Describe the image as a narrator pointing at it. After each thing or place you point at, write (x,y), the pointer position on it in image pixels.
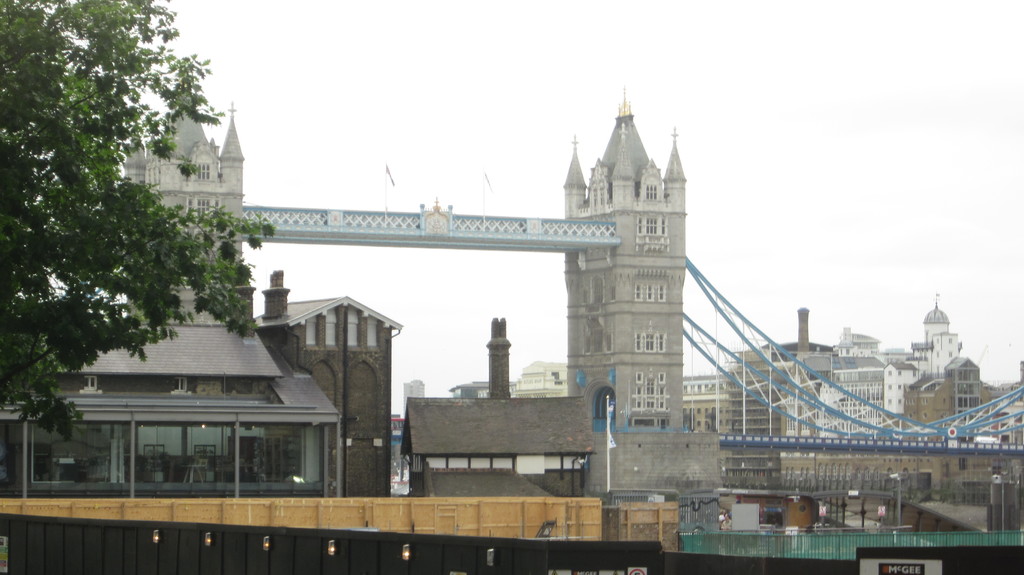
In this picture I can observe a bridge (622,286) in the middle of the picture (649,266). In front of the bridge (669,383) I can observe buildings (451,411). On the left side (21,230) I can observe tree (21,267). In the background (360,82) there is sky (543,141).
